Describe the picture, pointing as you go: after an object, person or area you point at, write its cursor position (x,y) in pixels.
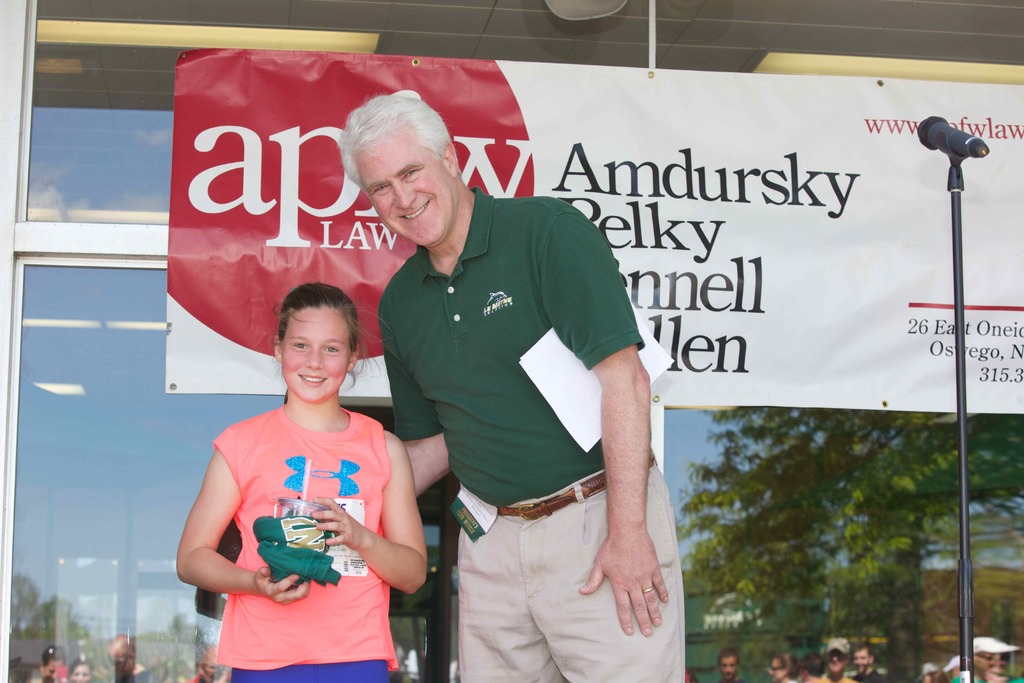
Here I can see a girl (379,473) and a man (475,426) wearing t-shirts (501,364), standing, smiling and giving pose for the picture. The girl (335,518) is holding an object (298,534) in the hands (344,528). At the back of these people (474,478) I can see a glass (810,502) to which a banner (757,164) is attached. On the banner (690,270) I can see the text (695,195). On the right side (922,130), there is a mike stand (963,345).
